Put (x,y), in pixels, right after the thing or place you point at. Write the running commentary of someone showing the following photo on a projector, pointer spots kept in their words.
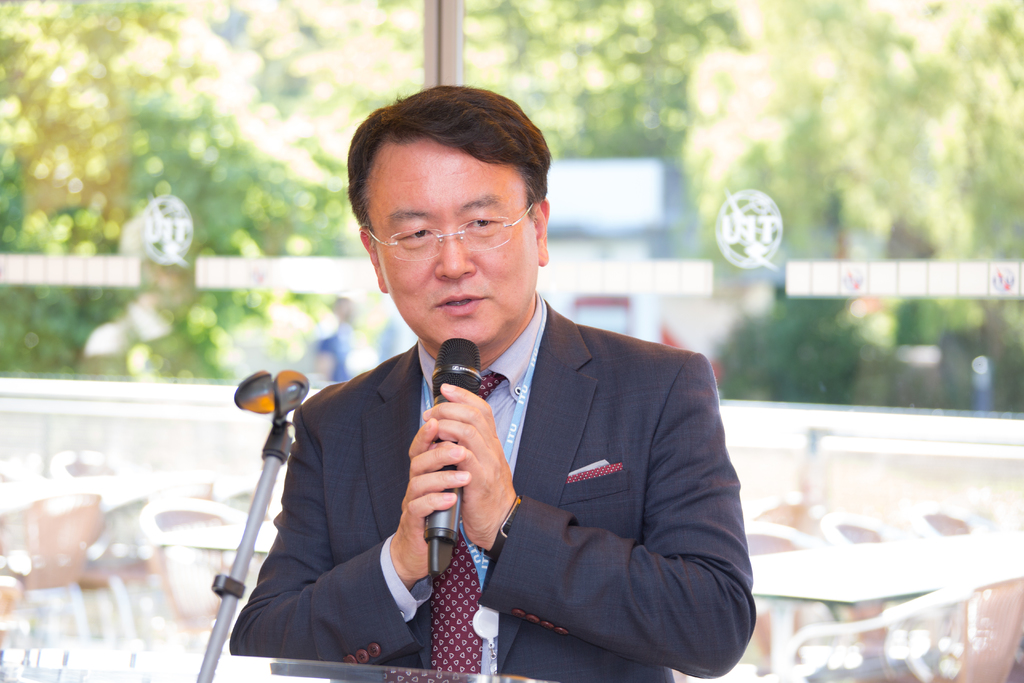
In this picture a man (722,565) standing and speaking holding a microphone (441,566) in both of his hands (481,414) and has a microphone stand (304,377) in front of them there is a window (62,76) in the backdrop (885,61) which is made of glass (842,226) there are some tables (848,554) and chairs (149,531) in the backdrop (125,574).
